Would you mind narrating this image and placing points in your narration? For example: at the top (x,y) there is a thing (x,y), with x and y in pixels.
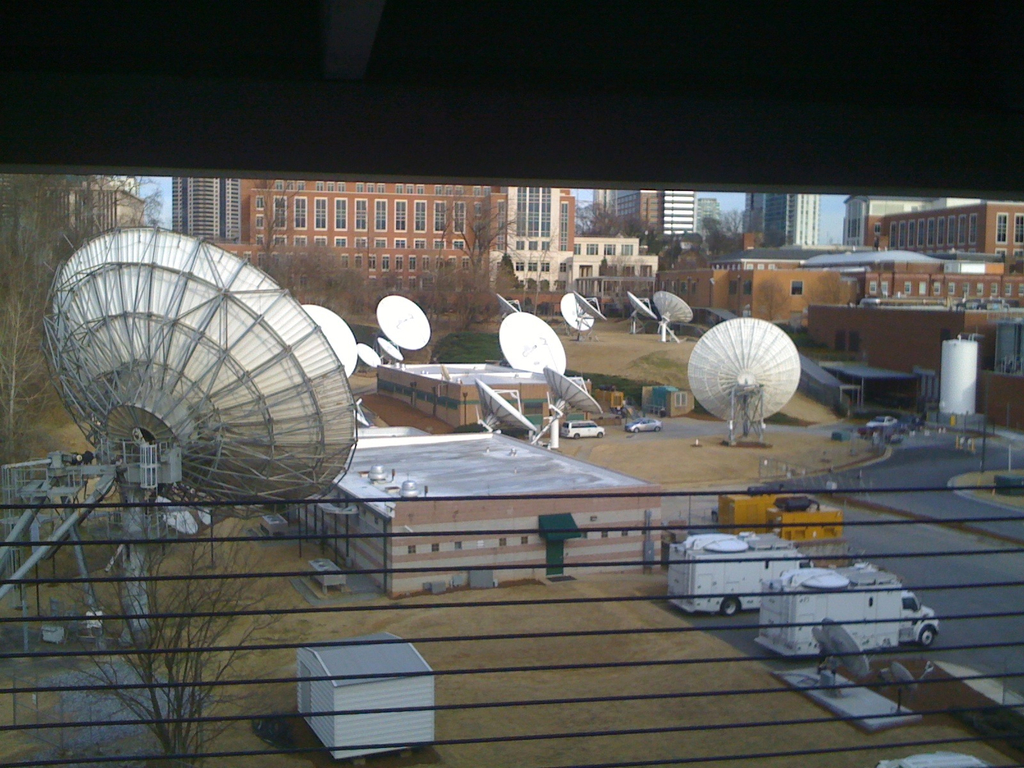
This image is taken indoors. At the top of the image (480,95) there is a wall (630,136) with a window (295,333). Through the window (610,430) we can see there are many buildings (85,204) and houses (854,269). There are few trees (10,300). A few vehicles (764,575) are parked on the ground (662,689). There are many cabins (363,548) and there are many signal dishes (306,342).
